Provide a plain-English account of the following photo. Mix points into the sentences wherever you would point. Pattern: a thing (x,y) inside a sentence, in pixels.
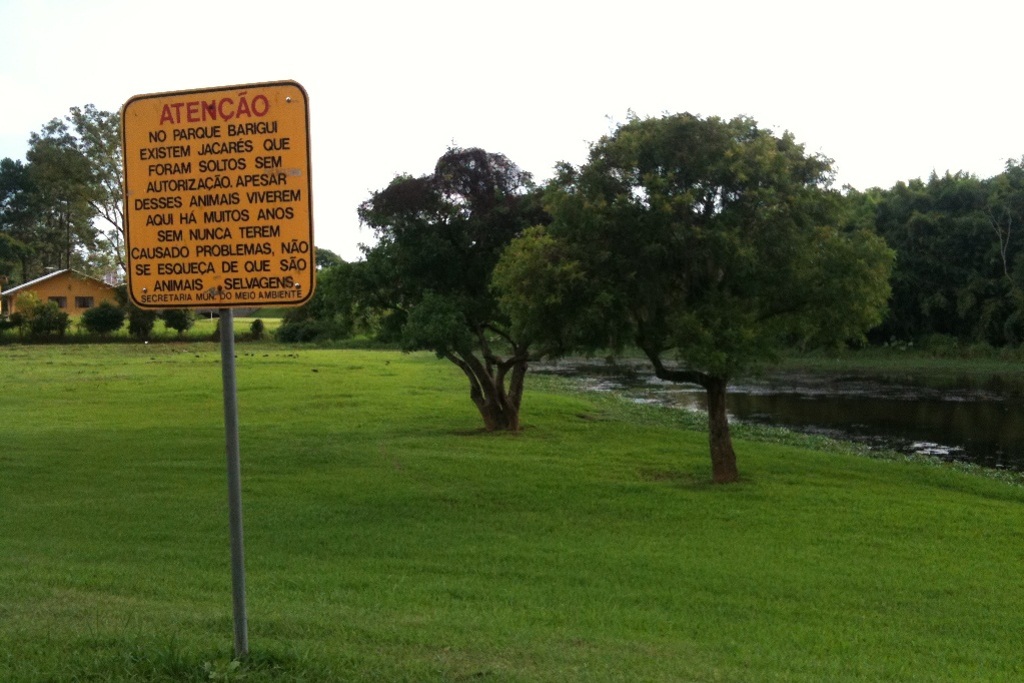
On the left side of the image (234,574) we can see one sign board (296,271). On the sign board (314,278), we can see some text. In the background (404,174), we can see the sky (865,82), trees (931,238), one house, grass (430,437) and water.
